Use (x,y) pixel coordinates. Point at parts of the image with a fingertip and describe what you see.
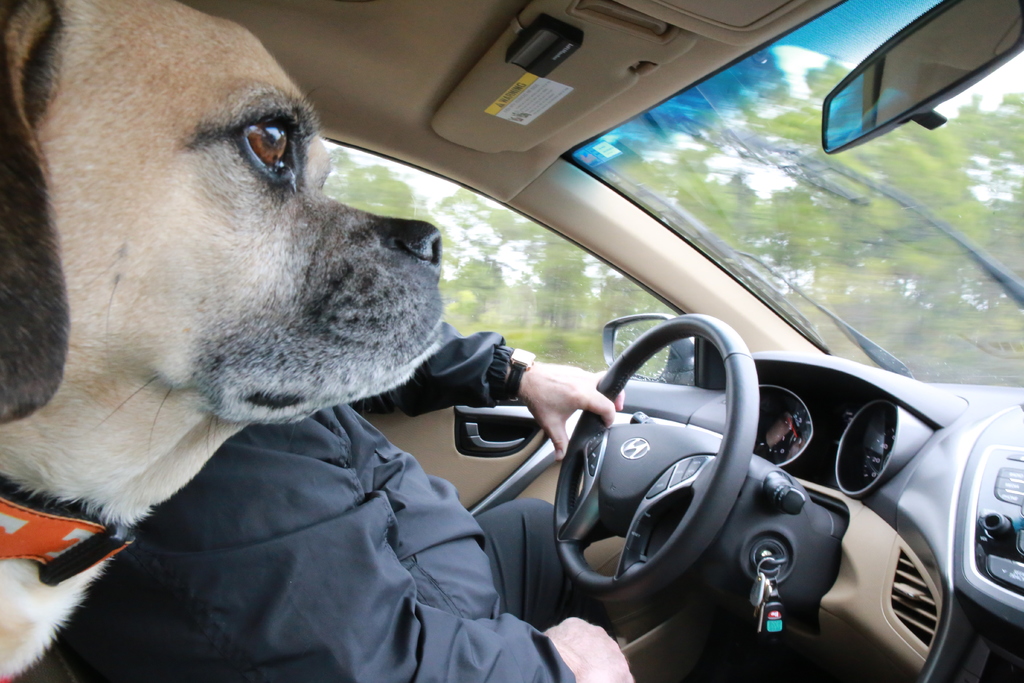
This is a picture taken in a car (716,548). In the foreground (75,442) left there is a dog (116,383). In the car (659,661) a person (556,617) is driving, steering (600,385) and side view mirror (631,333) can be seen. Through the glasses (816,237) trees (554,278) and sky (769,172) is visible.
